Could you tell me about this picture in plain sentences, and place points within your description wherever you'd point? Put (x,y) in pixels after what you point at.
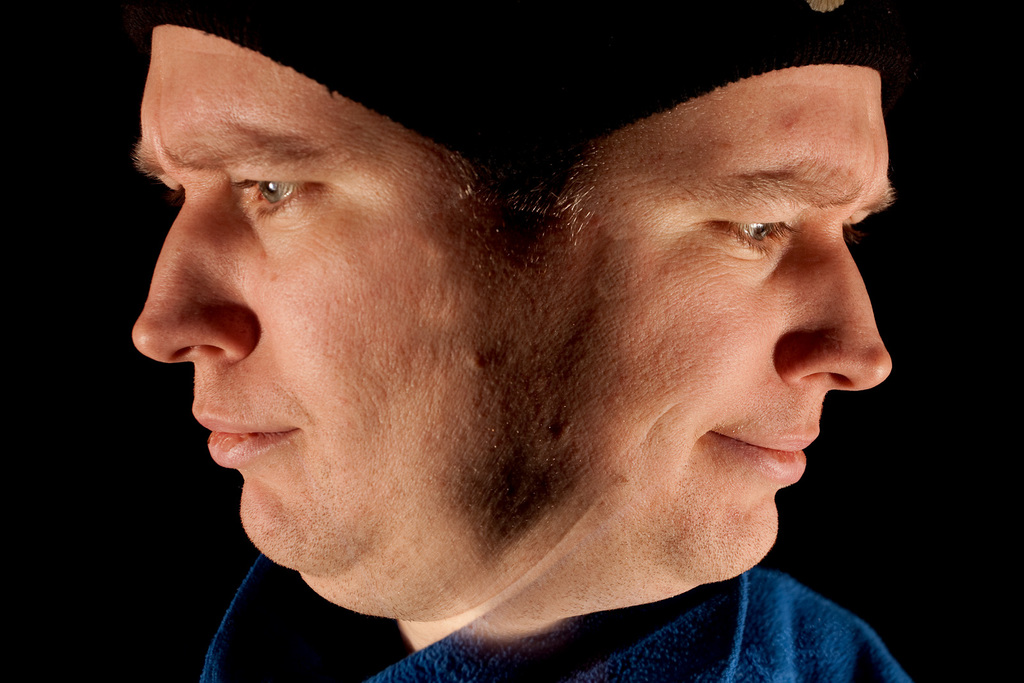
In this image I can see the edited picture in which I can see the mirror image (343,140) of the person's face (325,231) wearing blue colored dress (559,672). I can see the black colored background (165,558).
